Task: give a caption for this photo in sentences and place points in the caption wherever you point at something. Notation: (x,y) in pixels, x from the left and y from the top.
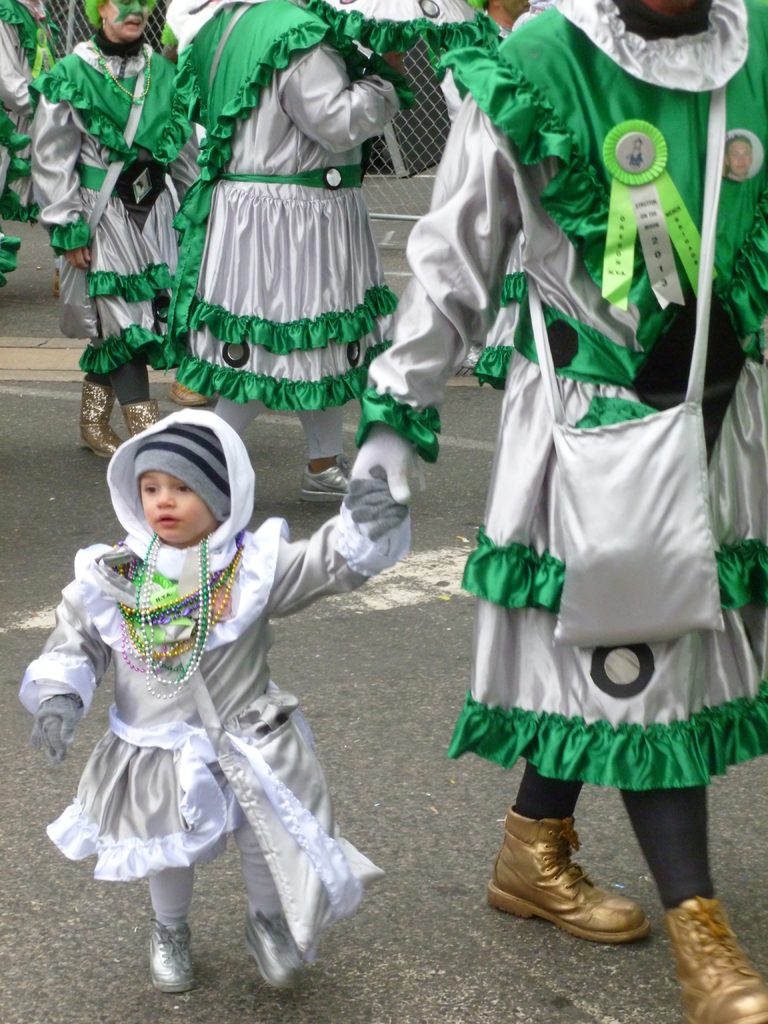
In this image I can see there are few persons (258,181) wearing a colorful dress (509,757), standing on the road (455,704) and I can see a person (518,335) holding a baby hand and the baby (177,627) is wearing a colorful design dress (180,827) standing on the floor (21,984).
